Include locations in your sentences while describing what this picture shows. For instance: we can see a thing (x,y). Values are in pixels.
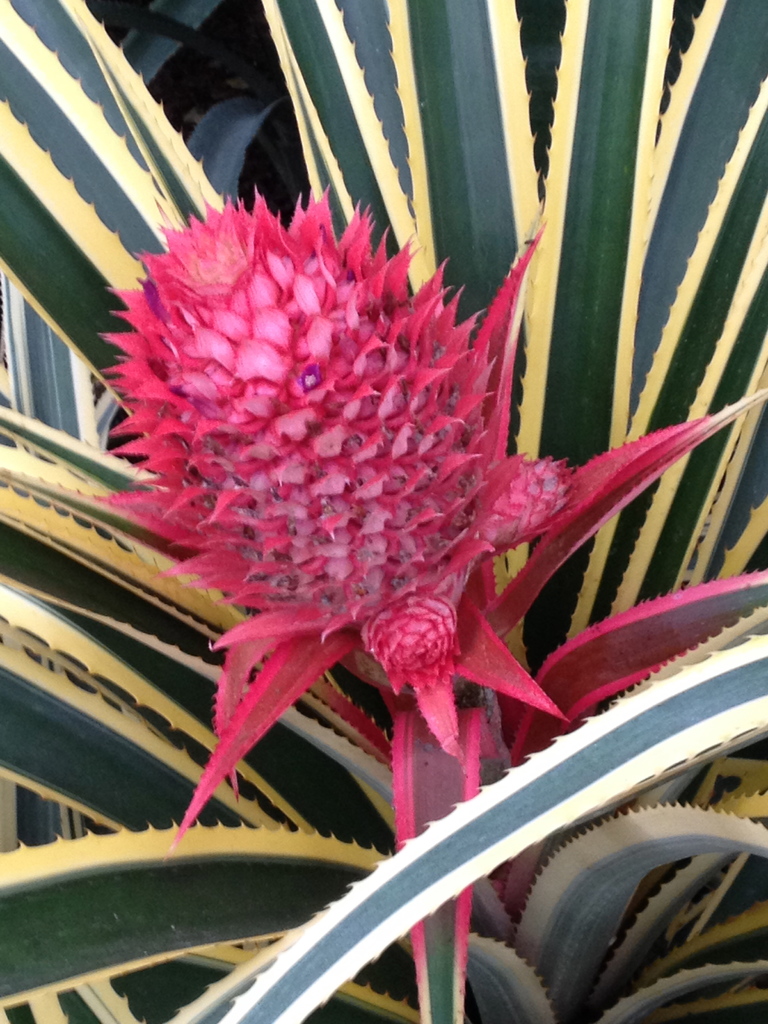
In this picture we can see a flower (249,445) and plants (101,72).
